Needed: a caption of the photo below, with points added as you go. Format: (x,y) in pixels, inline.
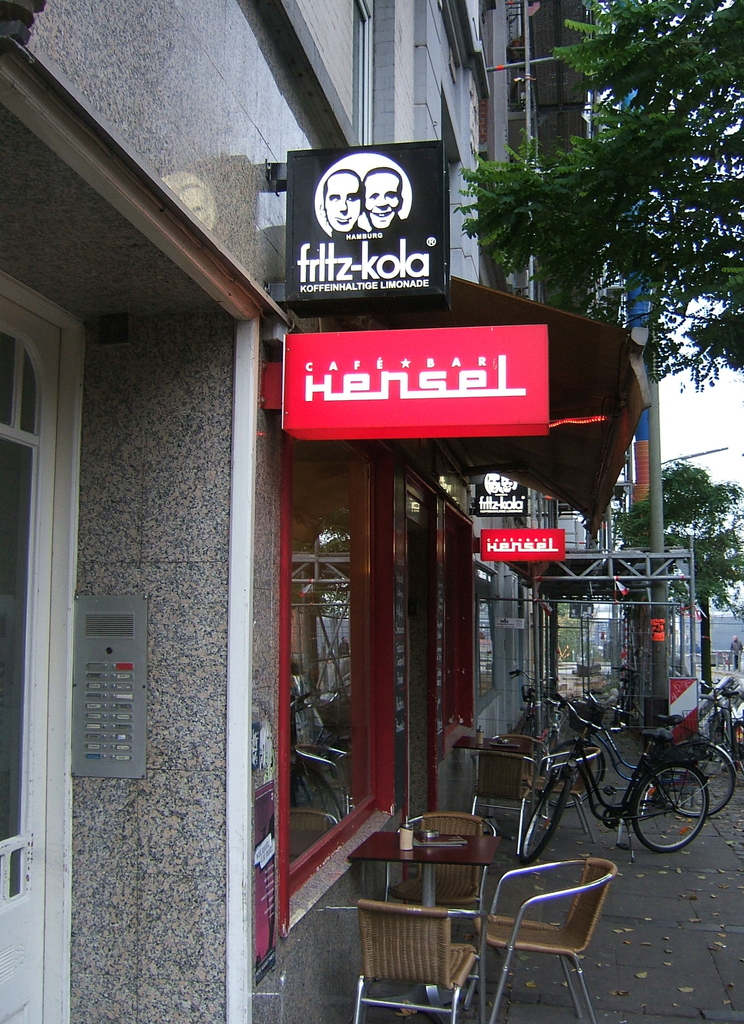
In this image there is a building (281,358), hoarding (376,242), name board (486,341), table (469,861), chair (472,898), bicycle (618,823), tree (653,355), sky (684,395), pole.
